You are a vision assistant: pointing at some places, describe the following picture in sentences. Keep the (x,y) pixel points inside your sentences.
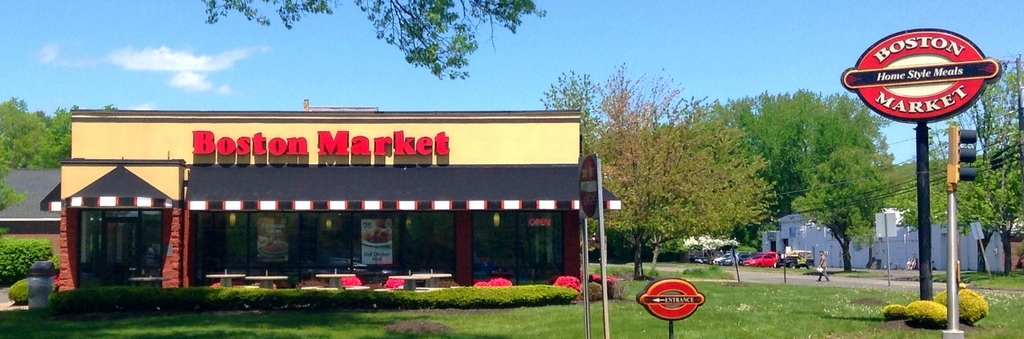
In the picture we can see a restaurant (96,136) with glass walls (140,260) and door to it and name of the restaurant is Boston market and near it we can see plants (19,243) and grass surface (551,318) and beside it we can see a pole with a board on it we can see a name Boston market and behind it we can see some trees (963,184) and a man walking on the path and behind him we can see some cars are parked near the tree (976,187) and in the background (727,43) we can see the sky (707,46) with clouds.
